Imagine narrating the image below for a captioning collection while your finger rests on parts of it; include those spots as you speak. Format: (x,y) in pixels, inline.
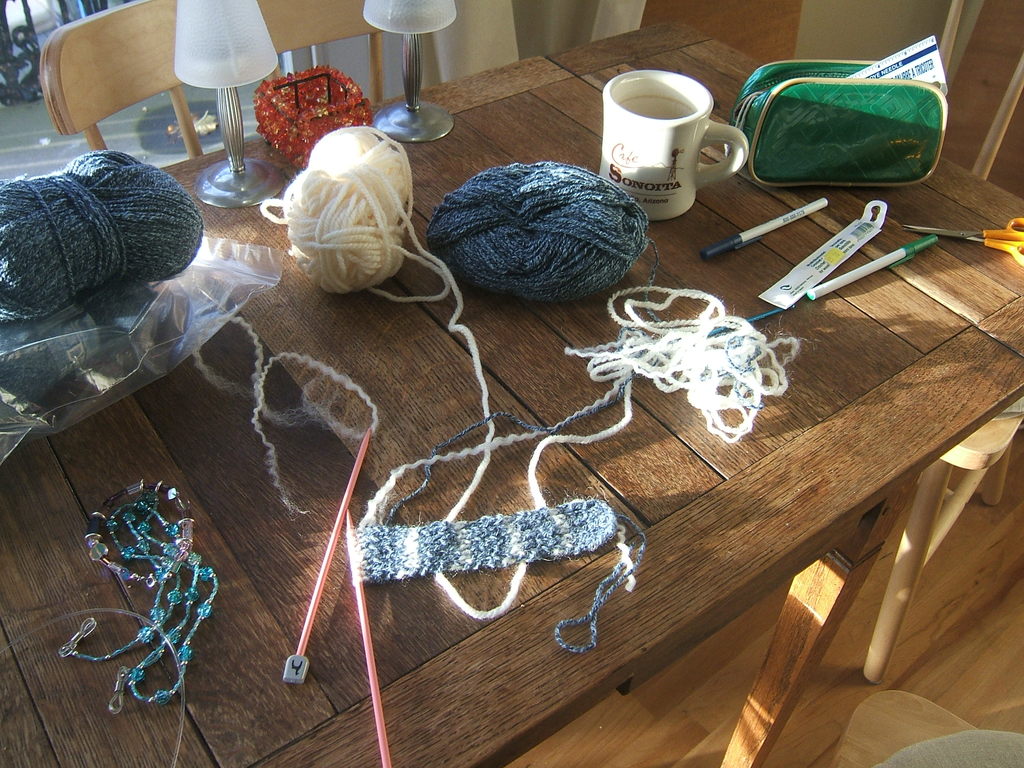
In this image there is a wool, thread (724,410), sticks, chain (147,511), lamp (274,191), cup (690,97), bag (805,171), pen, scissor (1016,223) in table (170,475) and the back ground there is a chair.
